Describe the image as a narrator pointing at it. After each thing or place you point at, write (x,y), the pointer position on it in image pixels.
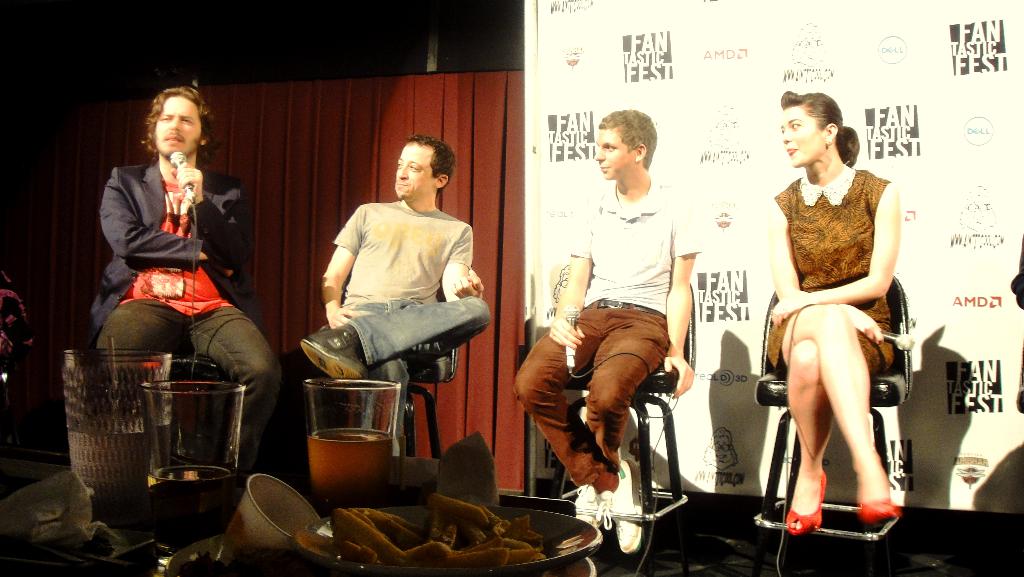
In this image on the right (865,194) there is a woman (824,309) she wear brown dress (842,259) and sandals (883,513). In the middle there is a table (314,520) on that there is a plate (467,542), glass (365,500), cup (278,506) and some other items (363,514). On the left (180,326) there is a man (180,281) he wear suit (143,222), t shirt (183,290) and trouser (210,331) he is speaking.
